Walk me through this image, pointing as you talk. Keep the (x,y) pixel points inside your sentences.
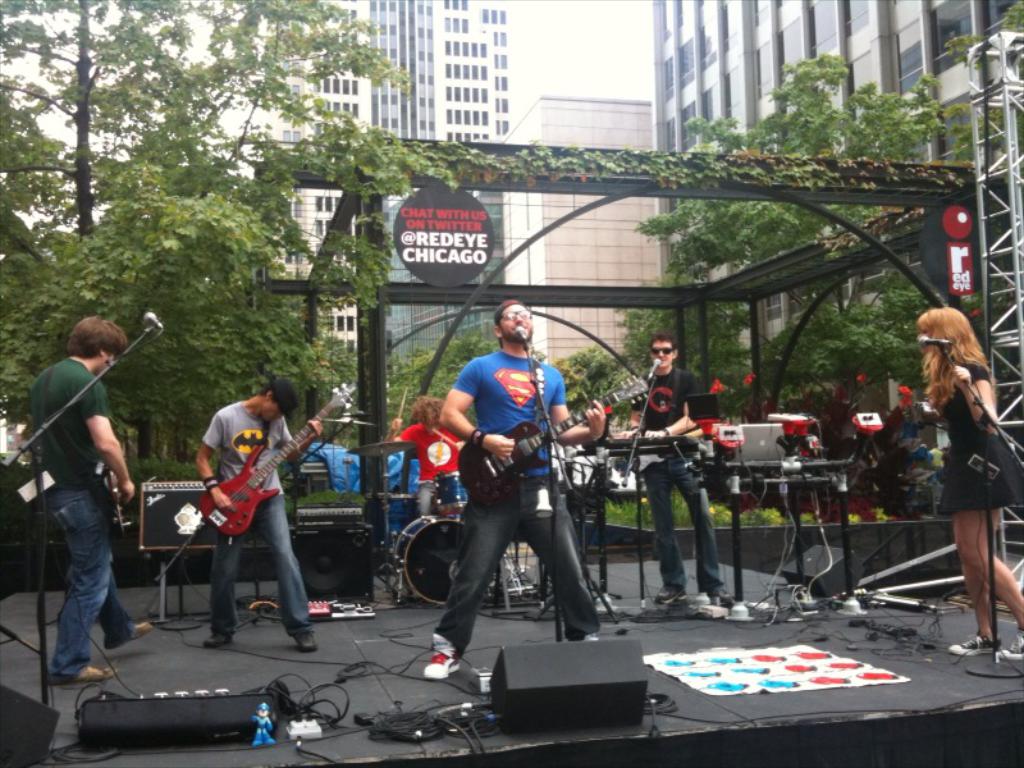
In the middle of the image (666,383) few people (670,367) are playing some musical instruments (425,519). Bottom right side of the image (988,568) a woman (957,650) is standing and holding a microphone (927,337). Behind them there are some trees (181,258) and buildings (712,56). Bottom of the image (541,715) there are some electronic devices (106,724) and wires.
